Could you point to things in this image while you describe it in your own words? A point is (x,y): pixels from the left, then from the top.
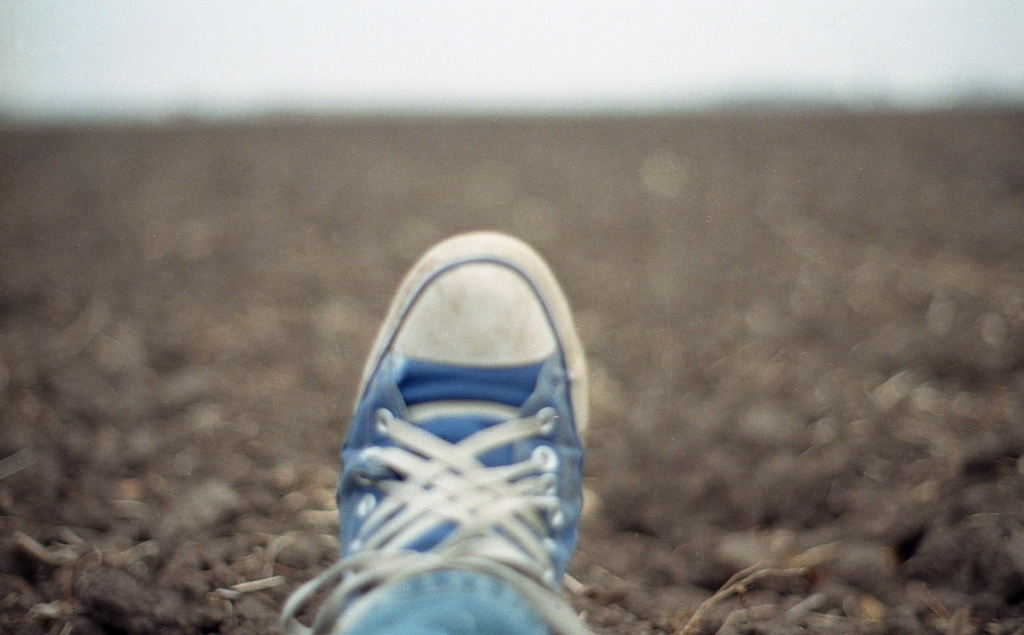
In this I can see a human leg (457,606) wore, trouser (439,611), shoe (460,452) and this is the sand (782,479).
